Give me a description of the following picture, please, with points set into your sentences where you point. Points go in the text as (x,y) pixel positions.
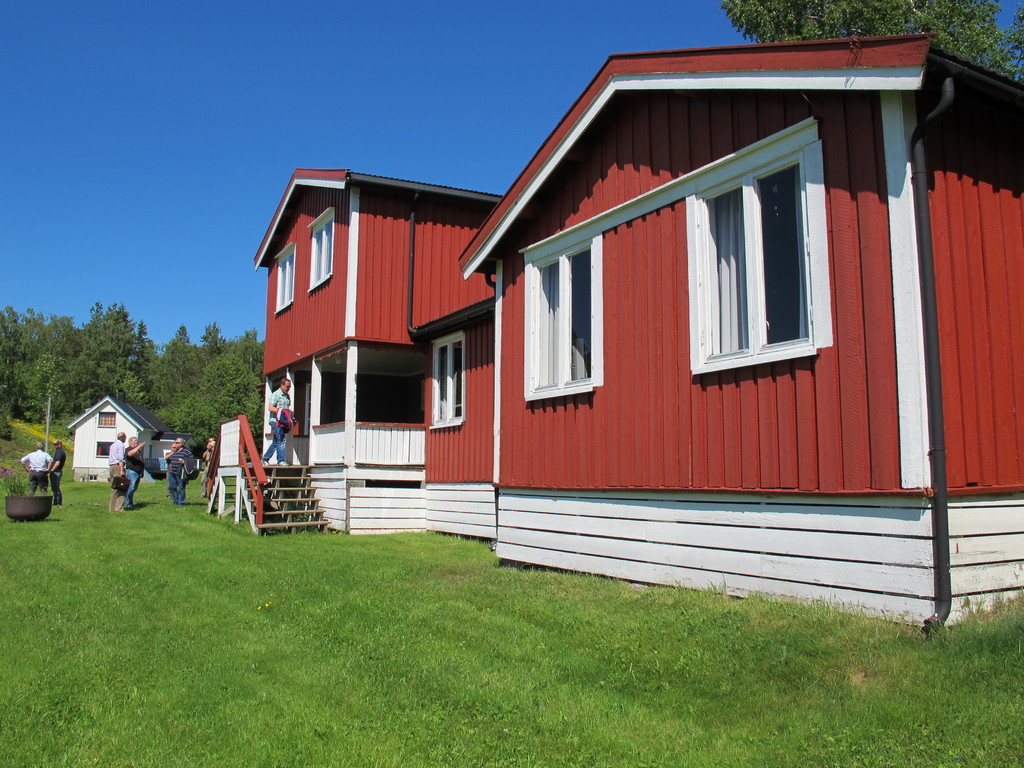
In this picture I can see group of people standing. I can see houses (491,485), trees (237,350), and in the background (255,225) there is the sky (329,116).
